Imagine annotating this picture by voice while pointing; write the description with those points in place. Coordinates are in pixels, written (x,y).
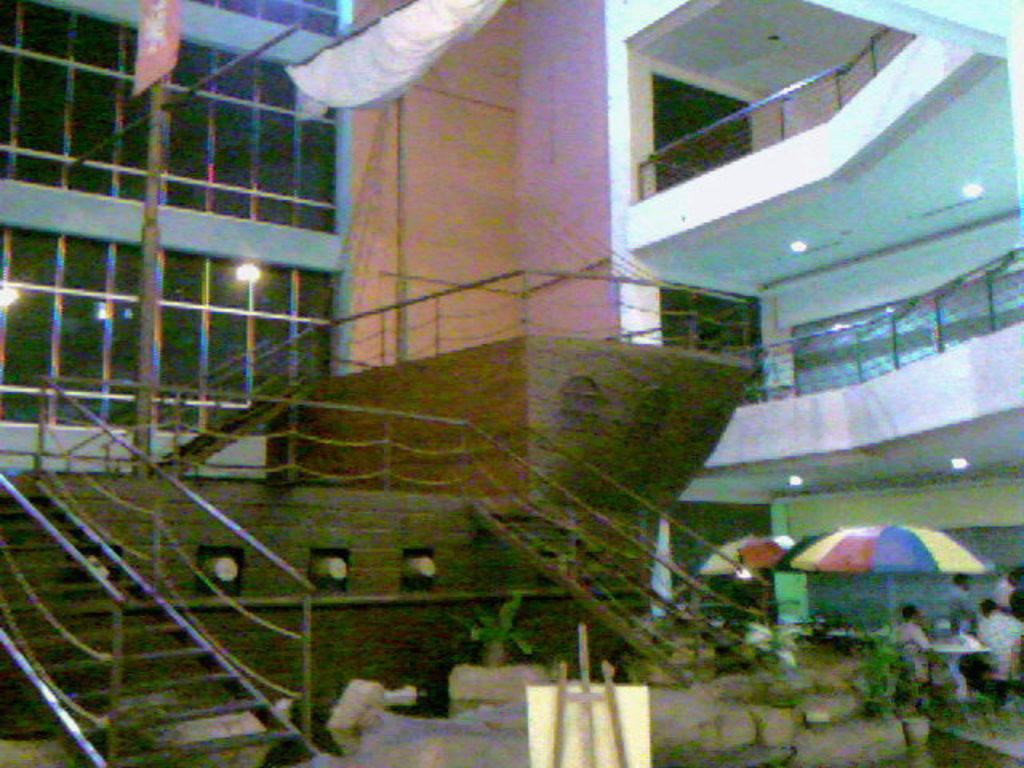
In this image we can see stairs (183,642), wooden boat (364,563), a board (620,712), plants (889,664), umbrellas (892,562), people (987,642) standing here, glass building (284,289) and the wall (505,93) in the background (574,246).
